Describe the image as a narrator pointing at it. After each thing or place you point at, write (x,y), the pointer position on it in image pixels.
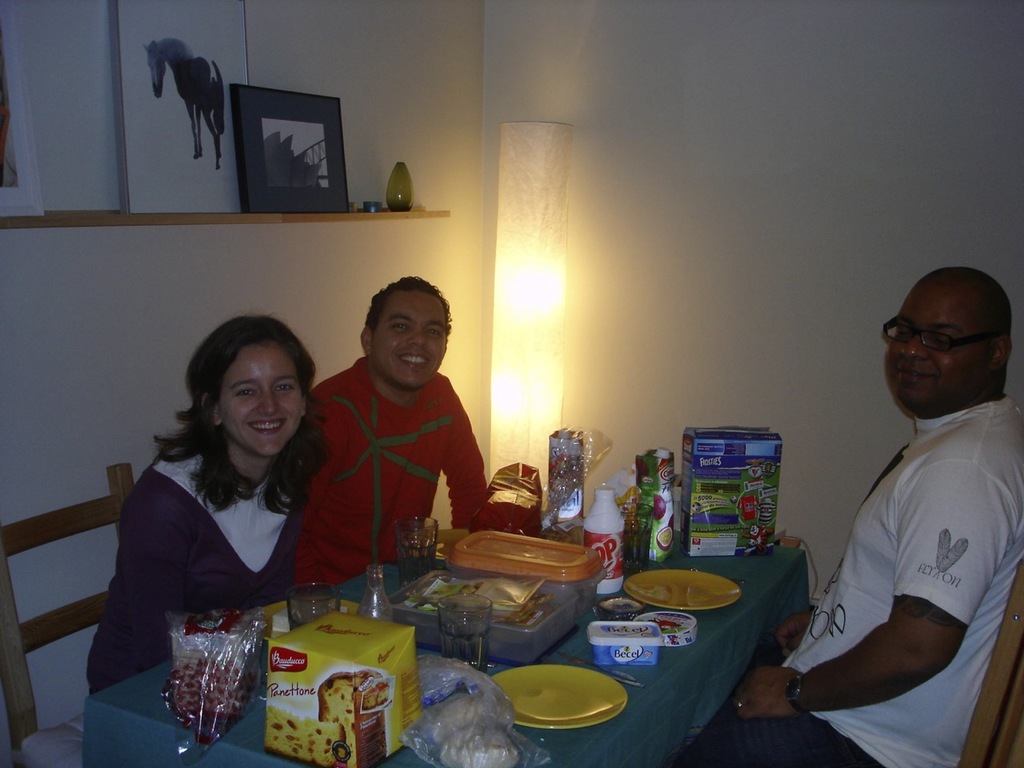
In the picture we can see a three people (311,429) two men (384,398) and women (298,436) are sitting on chairs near the table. On the table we can find a blue cloth (784,593) on that we can find a box (543,586), with food (531,595), plates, and tins (638,653) and bottles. In the background (930,241) we can see a wall (129,373) and light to it.
